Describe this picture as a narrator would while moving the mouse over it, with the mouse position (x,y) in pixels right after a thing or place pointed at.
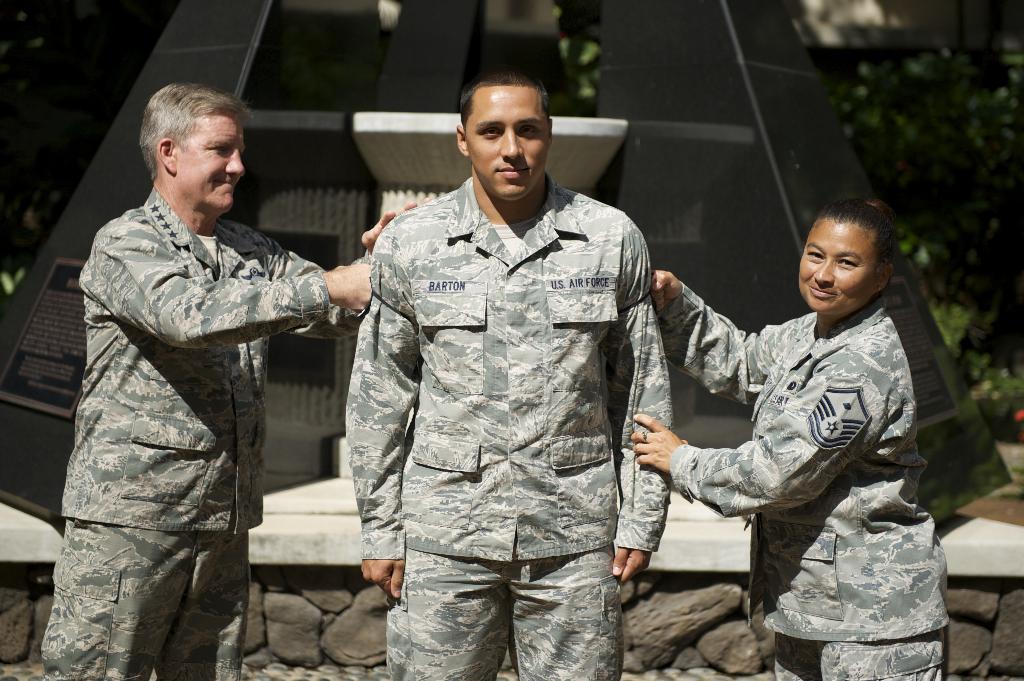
In this image in the center (522,371) there are persons (541,386) standing and smiling. In the background (45,326) on the left side (69,315) there is board (40,338) and some text (52,351) is written on the board (60,328) which is black in colour. In the center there is white colour stone (421,154) and there are trees (899,140).
